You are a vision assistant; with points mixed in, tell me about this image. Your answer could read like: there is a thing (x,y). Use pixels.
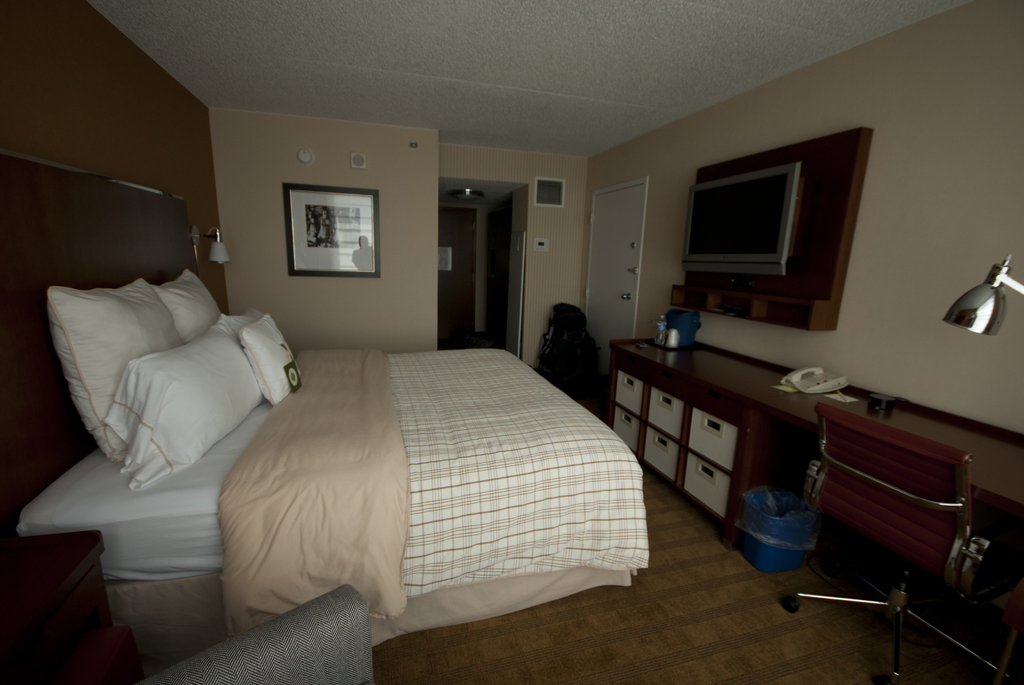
In this picture we can observe a room (393,418). There is a bed (310,409) on which we can observe blanket (283,426) and pillows (213,400). On the right side (841,488) we can observe a chair (845,473) in front of a desk (736,410). We can observe a telephone (806,382) on the desk (738,385). There is a television (713,191). We can observe white color door (609,236). In the background (333,258) there is a photo frame (341,227) fixed to the wall (258,149).
